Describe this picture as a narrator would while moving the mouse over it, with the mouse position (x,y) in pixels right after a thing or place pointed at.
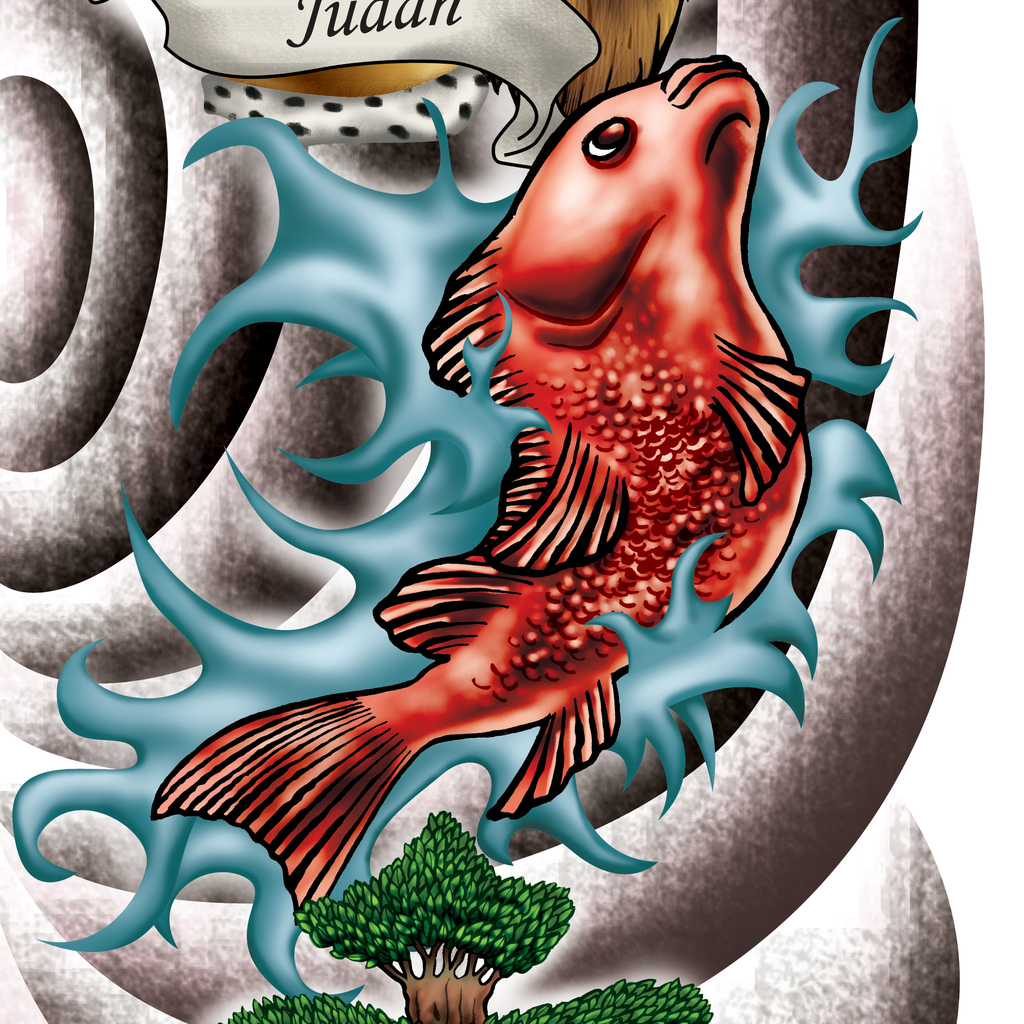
This is an animated image. In the foreground (459,1000) we can see a tree (484,938) and in the center (665,479) there is a red colored fish (540,642) and some water (394,396). In the background (338,382) there are some objects (338,382). At the top (356,39) there is a text (439,24) on the image.
